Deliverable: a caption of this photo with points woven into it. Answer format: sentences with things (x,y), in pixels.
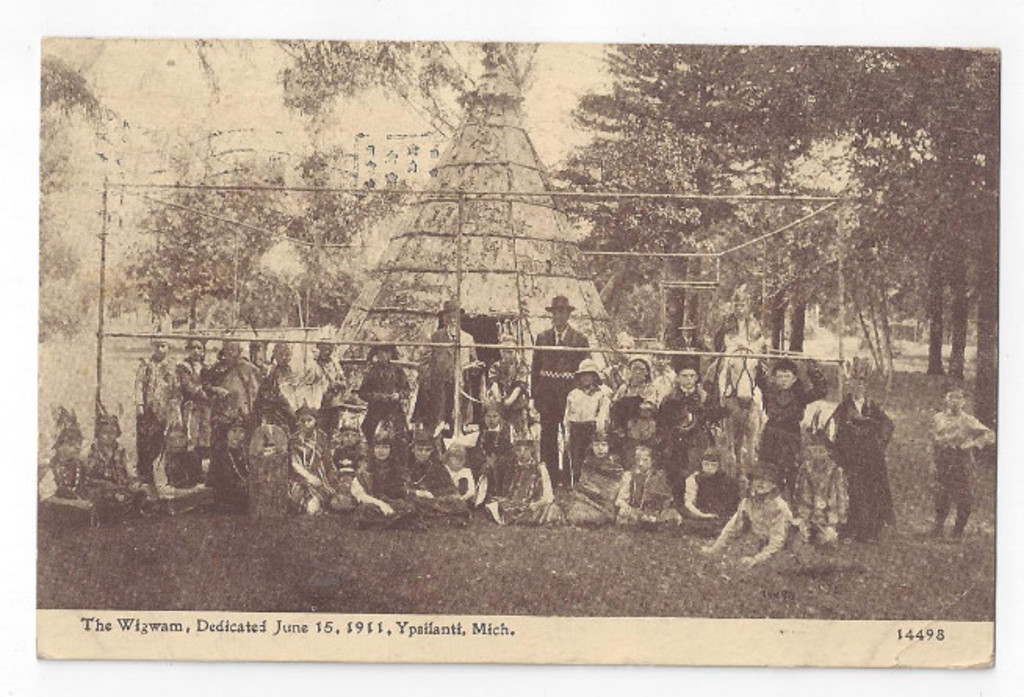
This picture is consists of a photograph, there are people (842,457) in the center of the image (457,464) and there are trees (713,224) in the background area of the image (694,218).
